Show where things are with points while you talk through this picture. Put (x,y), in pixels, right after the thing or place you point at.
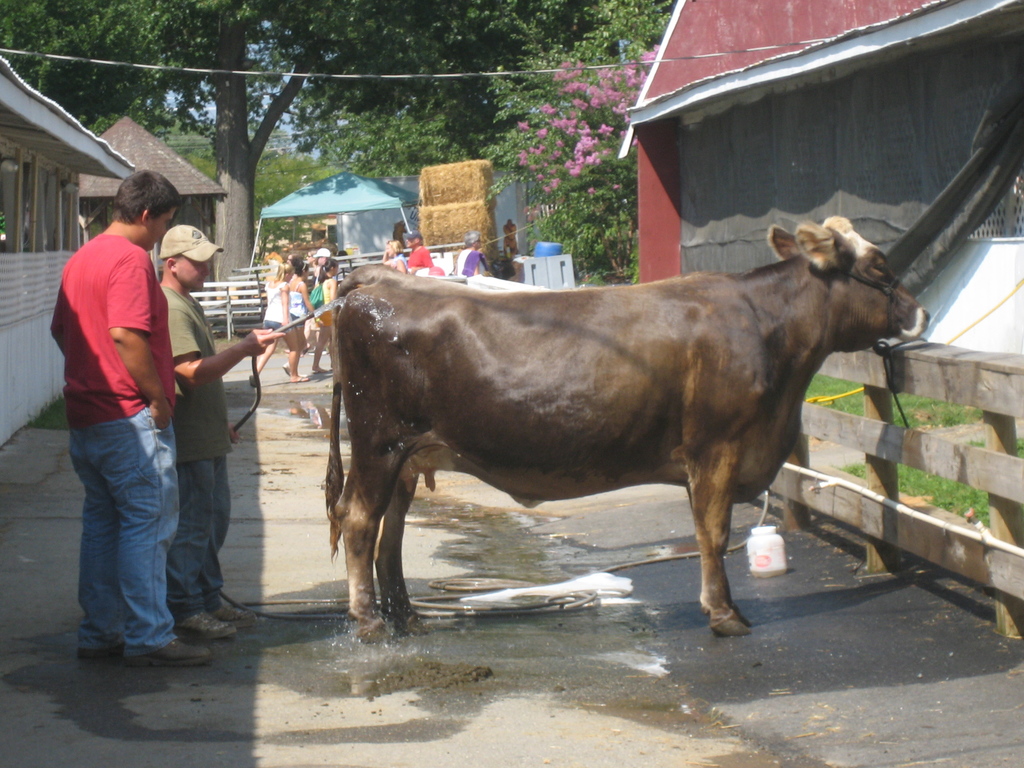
This image consists of a cow (576,370). At the bottom (610,693), there is a road (565,729). On the left (136,432), we can see two persons (137,403). The man (198,471) wearing cap (193,234) is holding a water pipe (290,323). In the background (111,100), we can see few persons (411,233) along with the trees (574,222) and tents (344,187). On the left (113,192), there are huts (31,109).
